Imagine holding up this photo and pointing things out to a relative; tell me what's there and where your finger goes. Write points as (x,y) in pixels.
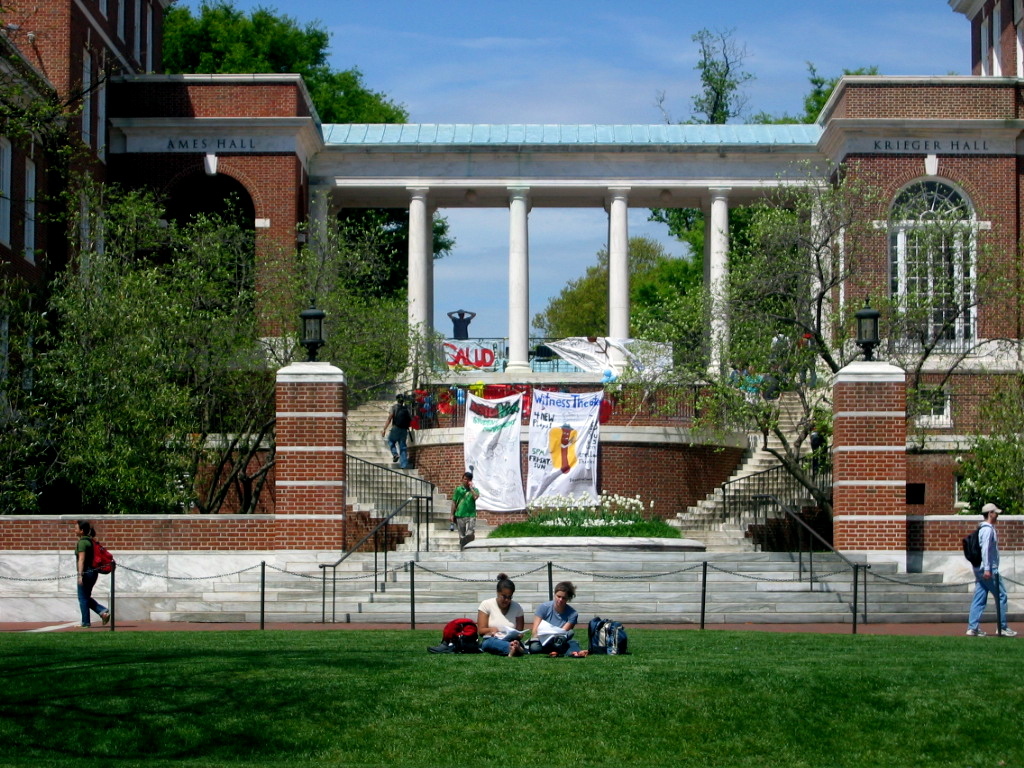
In front of the image there are two people (542,648) with bags (472,650) are sitting on the grass surface (583,637), behind them there is a chain metal rod fence (65,575) and there are a few people (80,575) walking on the pavement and on the stairs (447,505), besides the stairs (443,501) there is a metal rod fence (407,505) and there are two lamps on the brick wall (344,439) and there are trees (210,412), banners (572,425) on the building (624,412) and there is some text (193,142) on the building (810,170).
